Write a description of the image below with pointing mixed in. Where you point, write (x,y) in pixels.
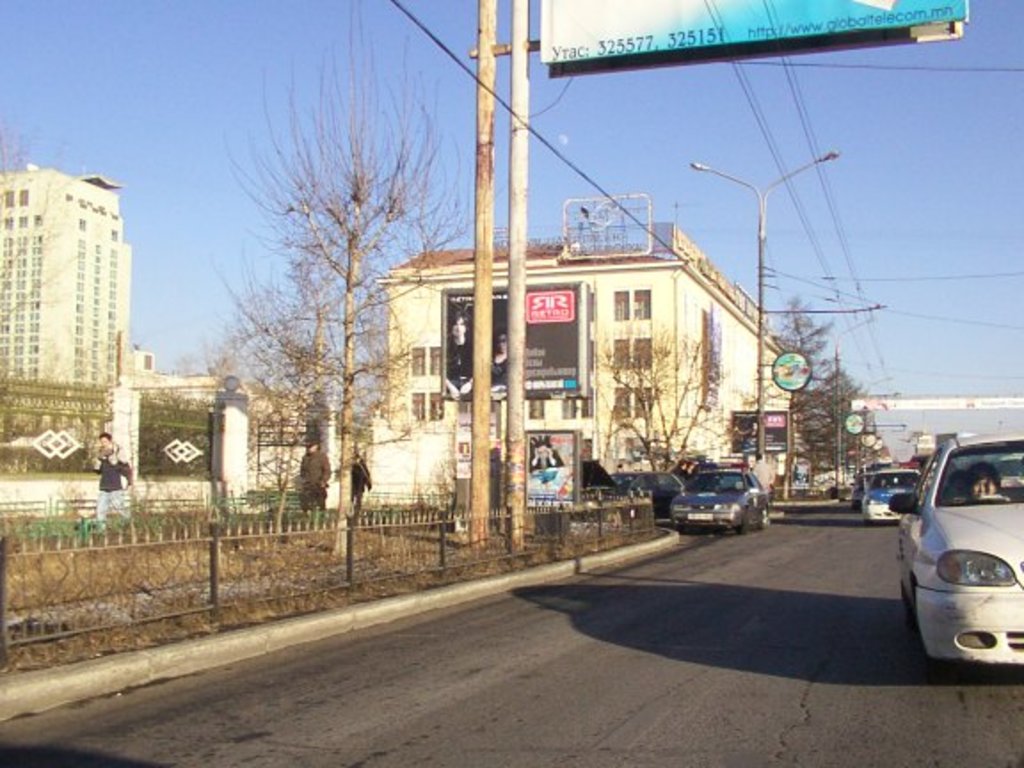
In this image we can see a few people (364,498), there are vehicles (763,524) on the road (810,531), one person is driving a car (945,576), there are light poles (821,160), there are boards (839,4) with text (863,28) on them, there are buildings (41,175), railings (446,514), trees (288,309), plants (288,563), also we can see the sky (844,241).
